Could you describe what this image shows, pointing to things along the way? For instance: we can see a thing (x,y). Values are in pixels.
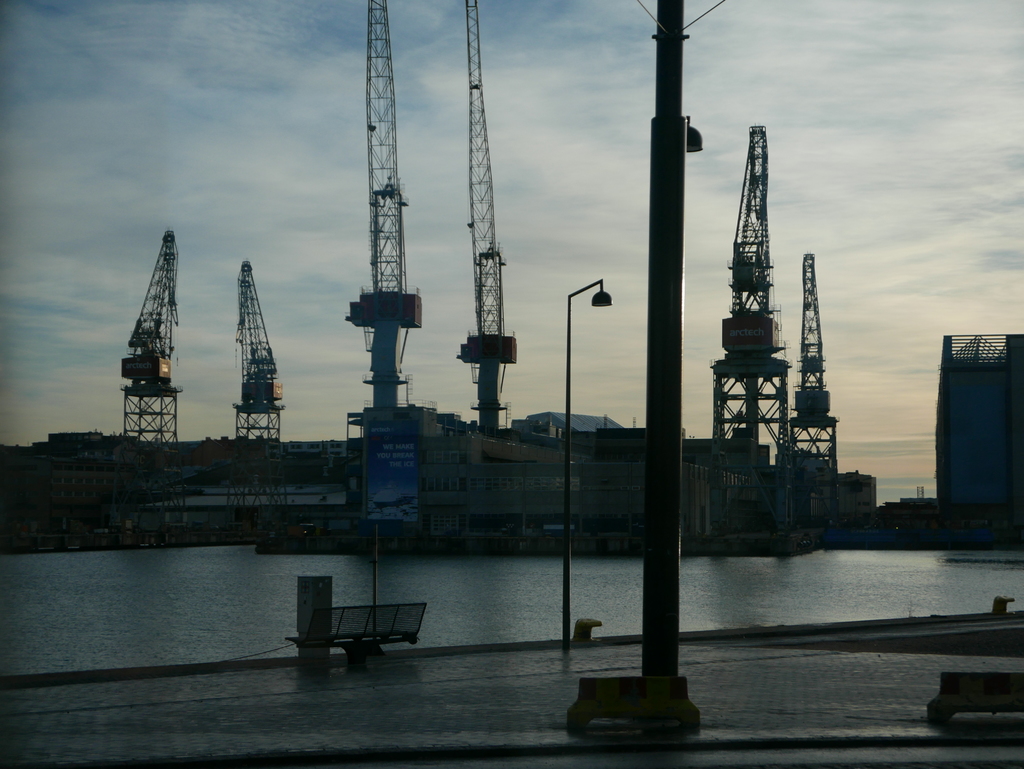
In this image we can see many buildings (457,473). There are many metallic objects (251,278) in the image. There is a sea (119,608) in the image. There is a road (510,714) in the image. There are few street lights (664,566) in the image. We can see the clouds (585,342) in the sky (592,323). There is a bench (364,637) in the image.
